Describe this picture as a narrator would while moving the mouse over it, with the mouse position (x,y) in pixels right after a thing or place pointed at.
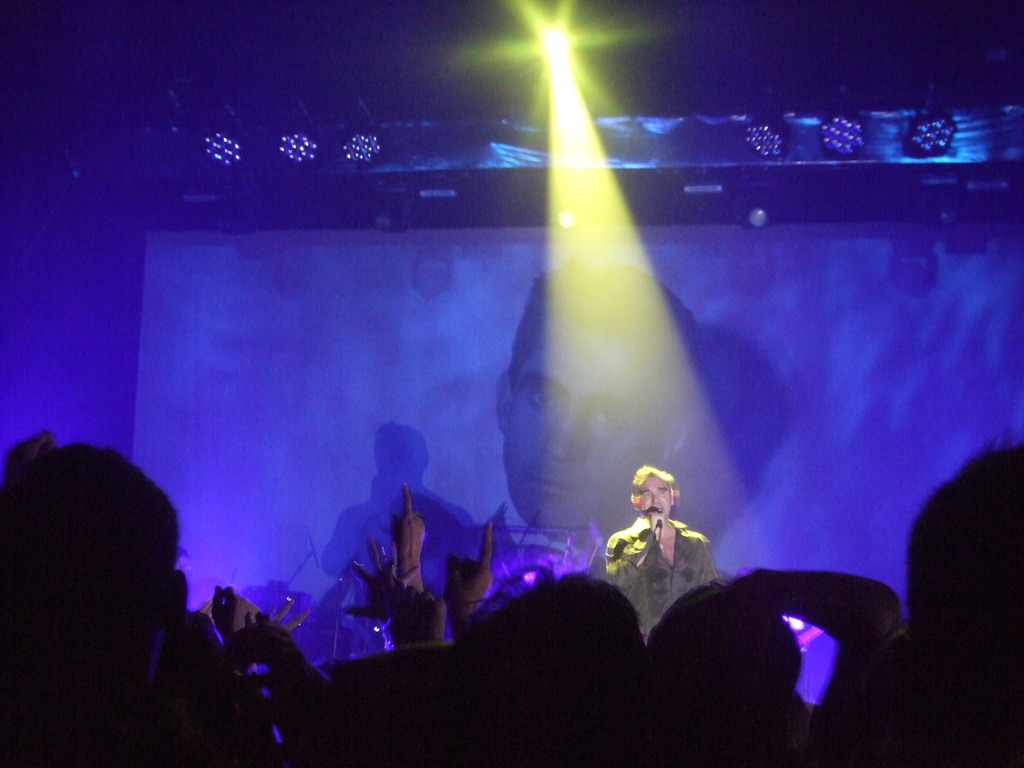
At the top (567,123) we can see a light (557,46), a light ray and there are other lights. In this picture we can see a screen (512,423) and a person (668,472) is holding a mike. At the bottom (730,760) we can see people (1002,687).
